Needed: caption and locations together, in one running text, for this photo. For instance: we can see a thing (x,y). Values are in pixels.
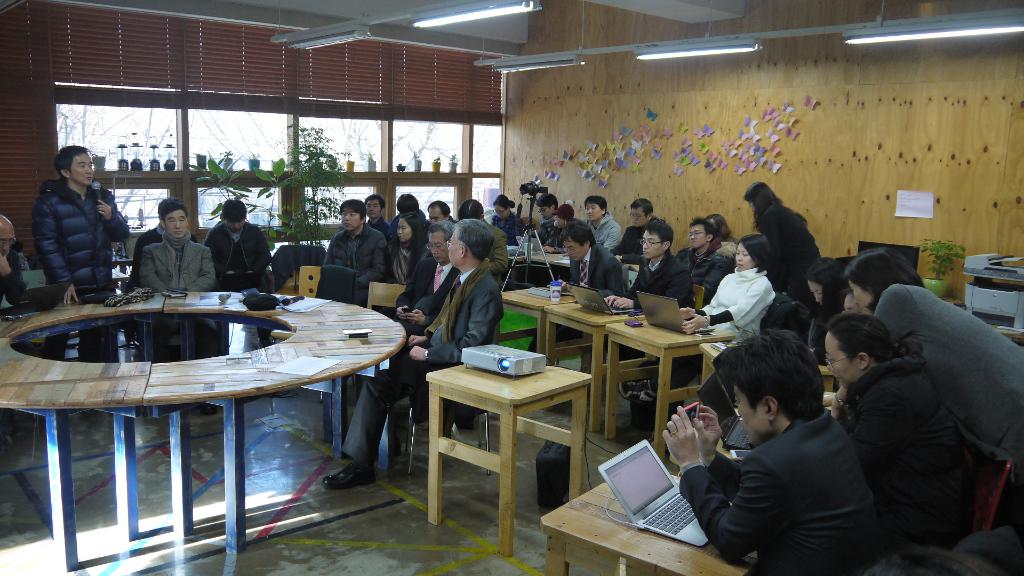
In this picture we can see a group of people (417,269) sitting on chairs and on left (51,234) person (48,205) holding mic (93,185) in his hand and talking and in front of them on table (32,322) we have laptop (611,463), glass (553,299), projector (502,353), scarf (114,300), mic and in background (554,170) we can see wall (805,150) with stickers (617,155), camera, flower pot (204,157) with plants (236,191) in it, window (236,152), lights (726,51).
